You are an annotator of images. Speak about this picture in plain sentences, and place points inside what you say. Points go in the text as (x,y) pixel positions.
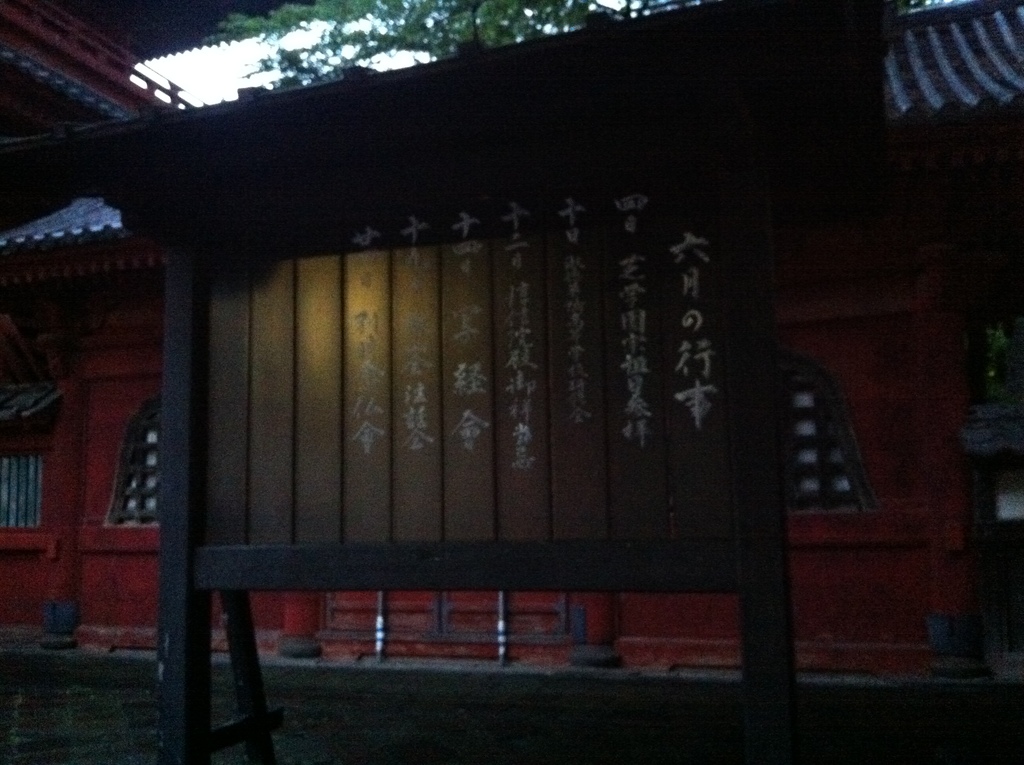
In this image there are some letters (523,322) written on the wooden board (276,444), and in the background (95,313) there is a building (82,254), tree (315,75), sky (323,57).
